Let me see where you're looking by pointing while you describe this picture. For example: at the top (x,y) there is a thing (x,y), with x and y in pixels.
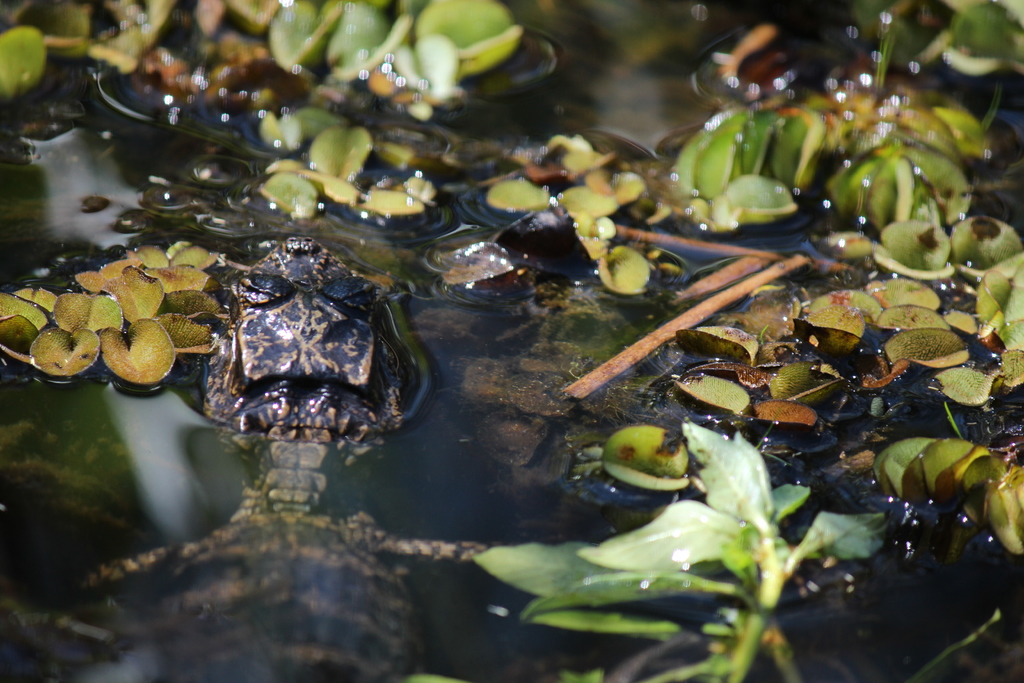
In this image I can see water (570,334) and on it I can see number of green colour leaves (59,340). On the left side of this image (319,415) I can see few black colour things (369,405).
